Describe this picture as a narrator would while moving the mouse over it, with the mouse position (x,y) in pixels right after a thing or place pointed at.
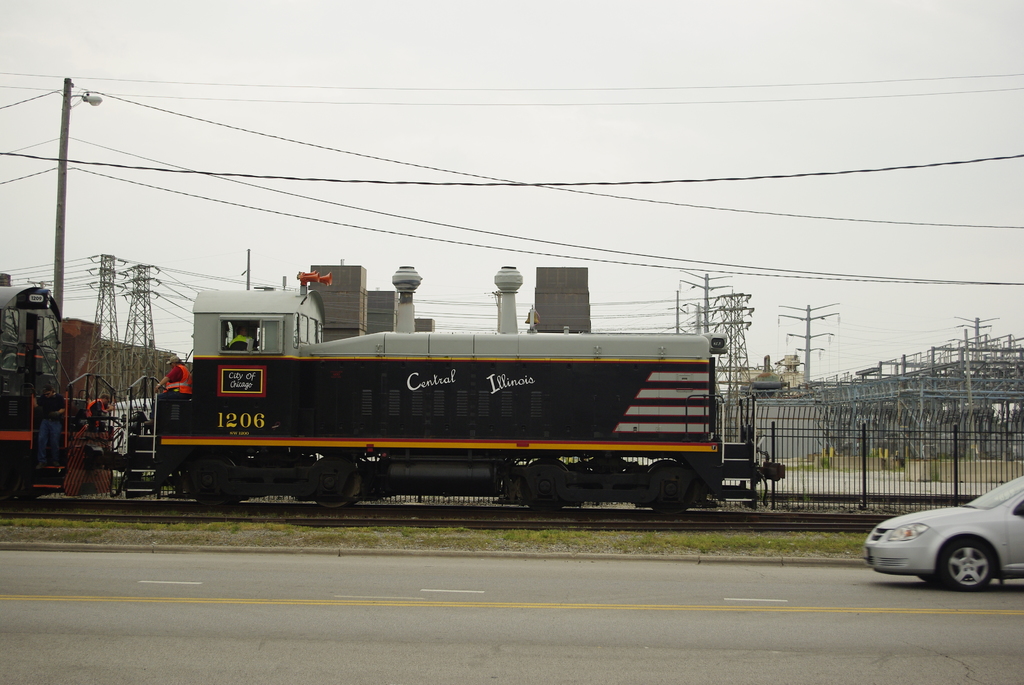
In the image we can see the vehicle (969,582) on the road (481,593). Here we can see the train engine (342,450) on the track (573,525). Here we can see electric pole (58,226), electric wires (310,197) and transmission tower (135,306). Here we can see fence (907,452), grass (648,538) and the sky (351,73).
